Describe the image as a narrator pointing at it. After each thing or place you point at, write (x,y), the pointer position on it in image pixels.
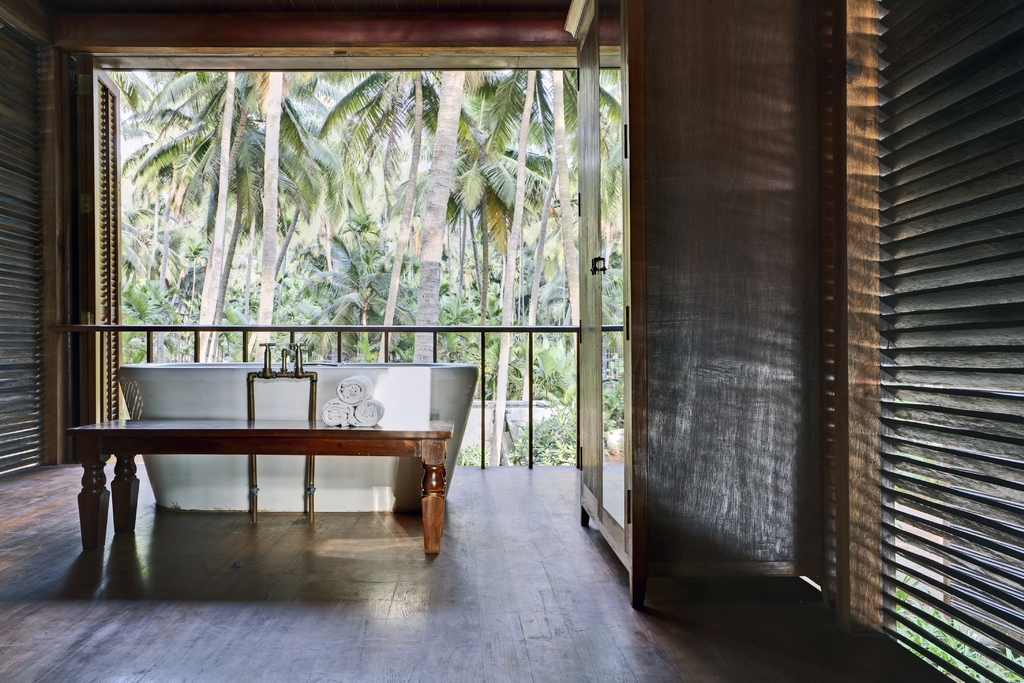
In this image there are trees (345,181), there is a wall (274,49) towards the top of the image (217,39), there is a wooden wall (848,197) towards the right of the image (857,187), there is a wooden wall (42,251) towards the left of the image (9,233), there is a wooden floor (412,604) towards the bottom of the image (560,631), there is a table (427,456), there are towels (358,411) on the table (363,432), there are taps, there is an object (307,398) that looks like a bathtub (359,472).
